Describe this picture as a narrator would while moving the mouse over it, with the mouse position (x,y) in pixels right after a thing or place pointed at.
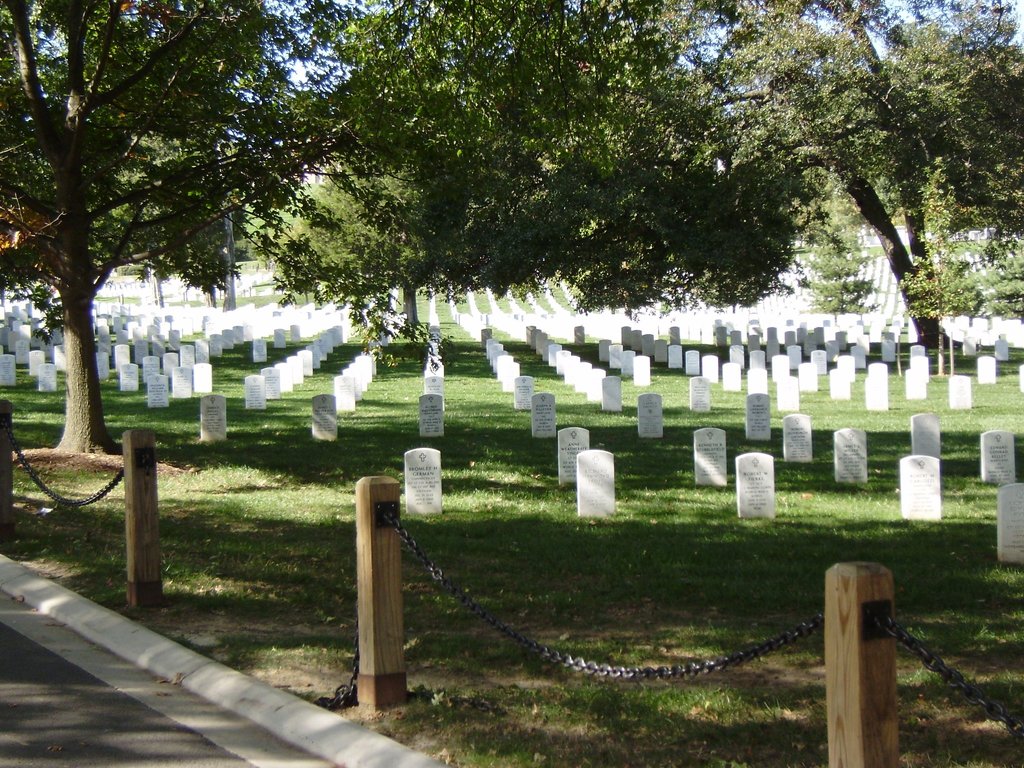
In this image at the bottom (297,552) there are a group of cemeteries (294,370), grass (737,451), wooden poles (885,668) and some chain (57,499) and there is a walkway (79,690). In the background (876,177) there are group of trees (343,173).
